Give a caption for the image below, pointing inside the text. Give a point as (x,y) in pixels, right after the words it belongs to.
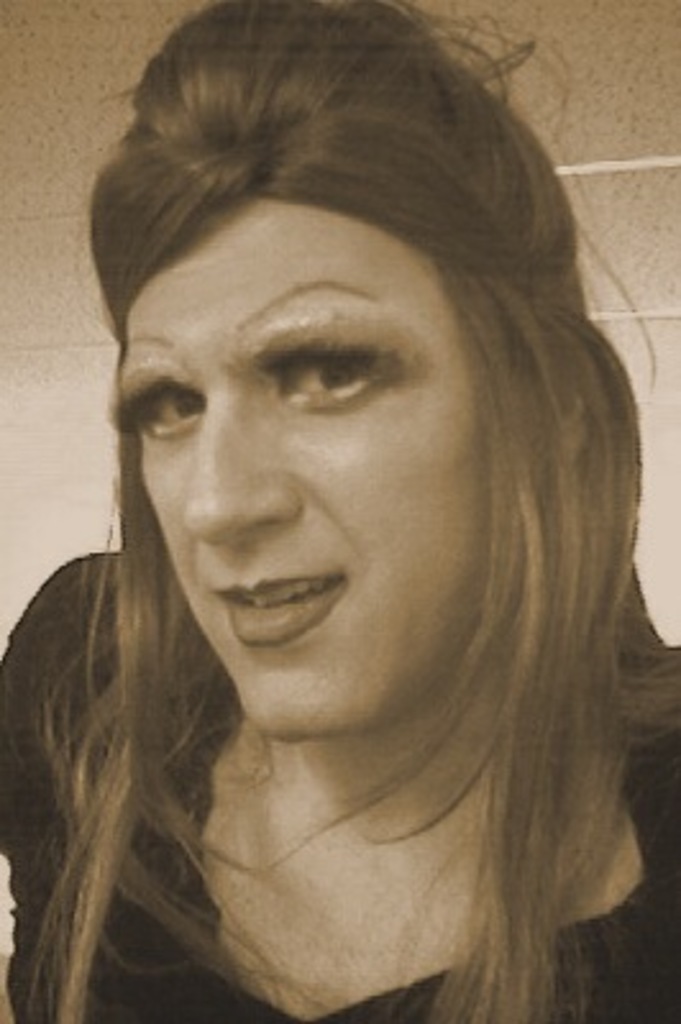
In the picture i can see a person (252,728) wearing black color dress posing for a photograph.
